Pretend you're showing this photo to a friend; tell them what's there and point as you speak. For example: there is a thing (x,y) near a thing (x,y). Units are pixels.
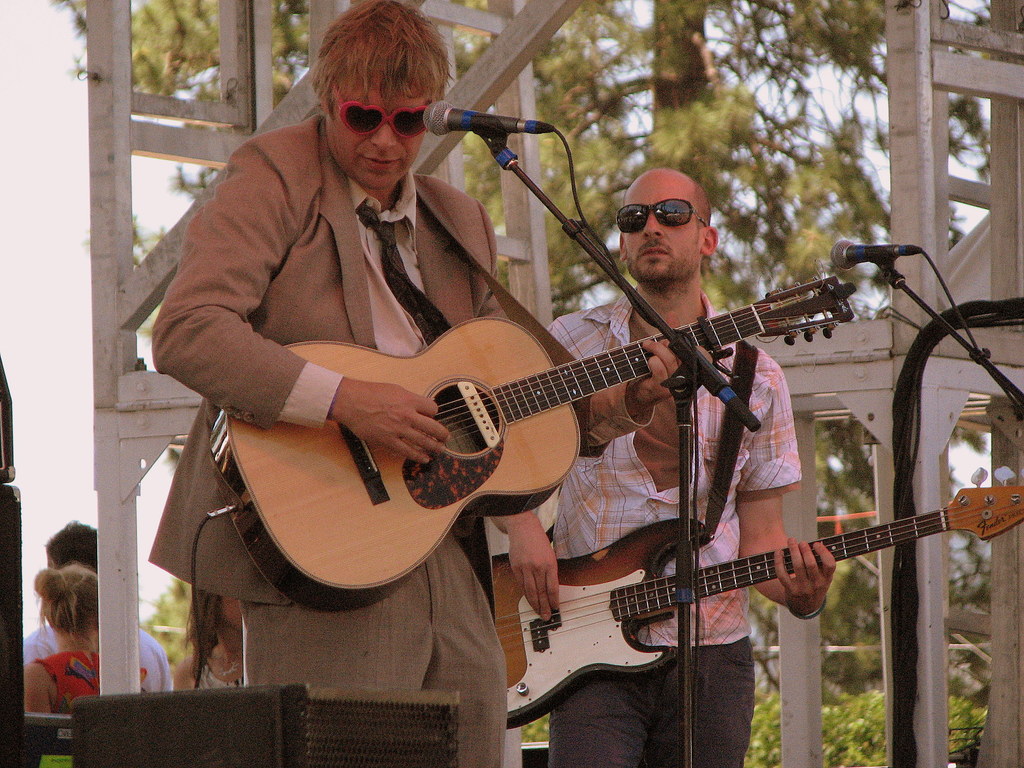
In this image I can see two men (434,261) are standing and playing guitars (608,358). In front of these persons (675,726) there is a mike stand (682,361). In the background (641,60) I can see the trees (750,98) and few people (94,651).
